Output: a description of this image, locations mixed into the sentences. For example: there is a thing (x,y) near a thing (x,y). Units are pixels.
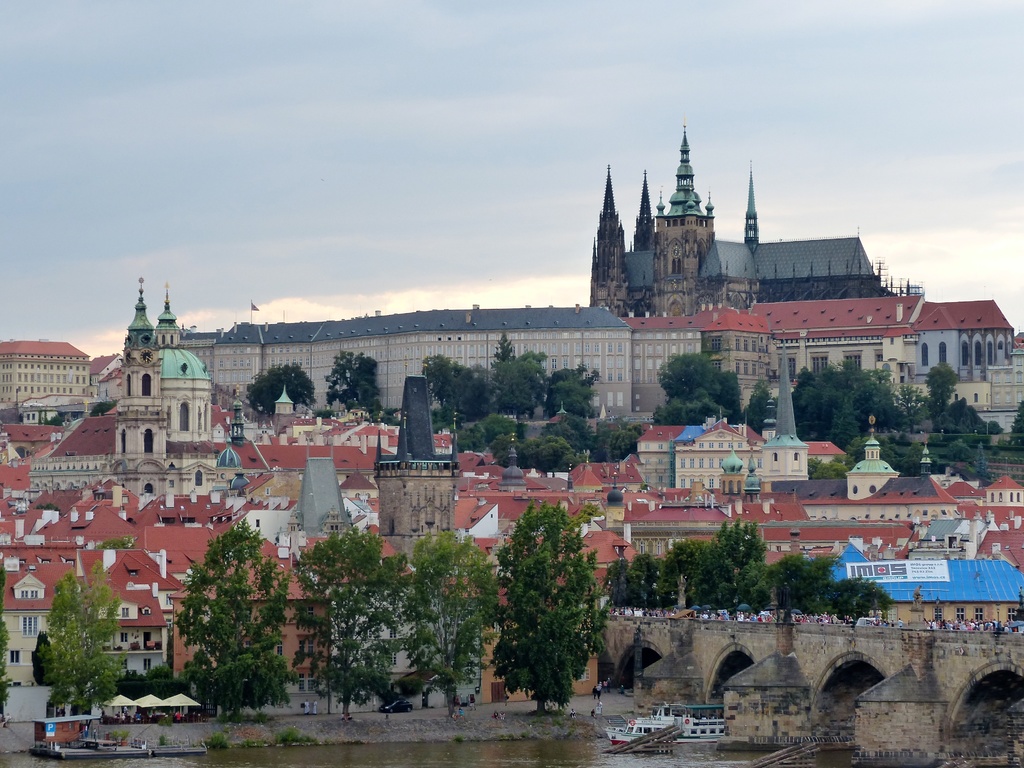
In this picture we can see a ship (648,733) on the water (683,753). Behind the ship (670,710) there is a bridge (707,648) and on the bridge (732,640) there are some people (802,621). Behind the bridge (681,648) there are trees (748,580), buildings (626,413), castle (610,294) and the sky (509,113).
